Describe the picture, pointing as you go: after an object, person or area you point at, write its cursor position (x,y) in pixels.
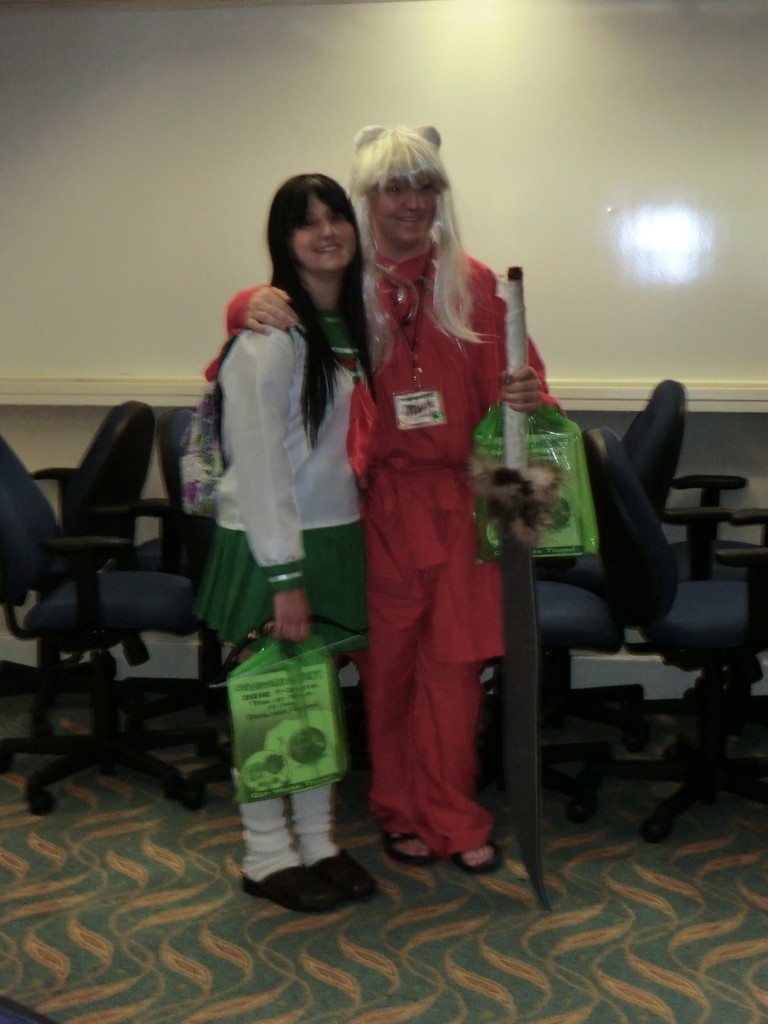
In this picture we can see two persons (455,408), they both are smiling, and she wore a bag (196,407), behind to them we can see few chairs (192,548) and wall (170,370).
